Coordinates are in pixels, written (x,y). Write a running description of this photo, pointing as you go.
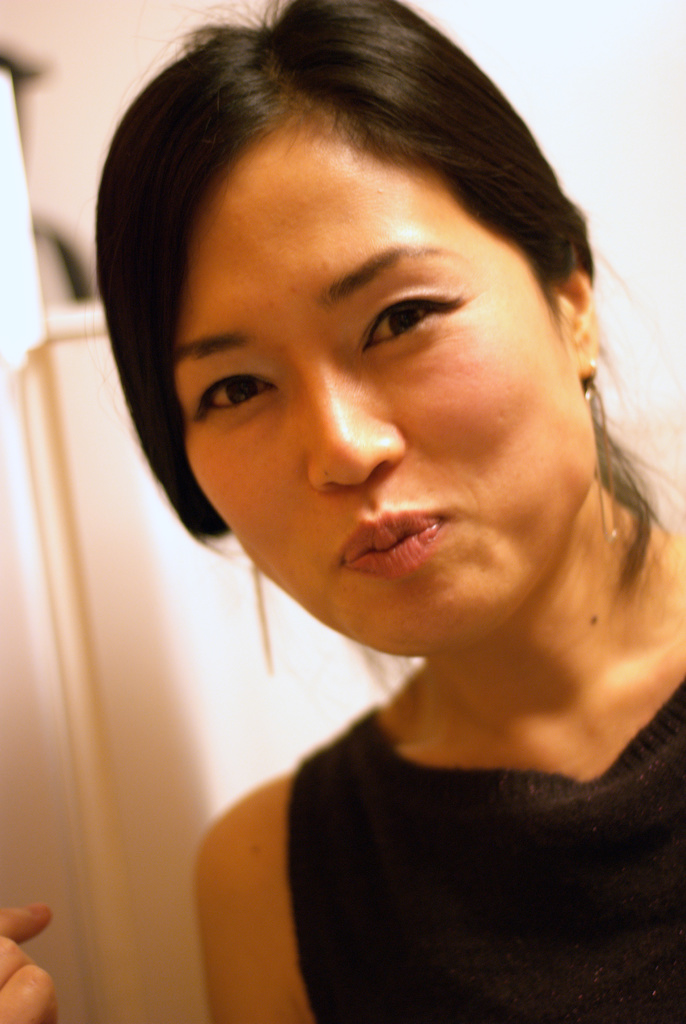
In this image, we can see a woman (482,643) in black dress (547,805) is smiling and seeing. Background (659,80) we can see a white color.
